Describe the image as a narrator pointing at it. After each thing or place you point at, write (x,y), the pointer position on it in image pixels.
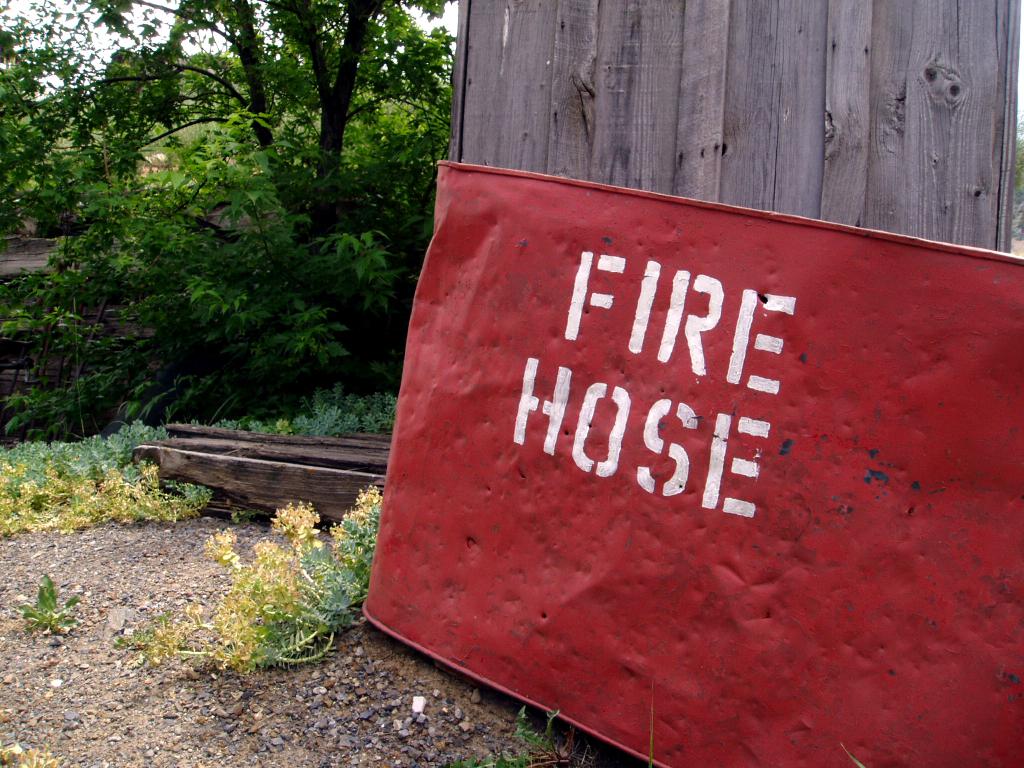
In the picture I can see trees (220,267), the grass (272,633) and a red color board (595,497) on which something written on it. Here I can see a wooden wall (690,128) and wooden objects (227,489) on the ground (203,519). In the background (144,45) I can see the sky (157,47).
